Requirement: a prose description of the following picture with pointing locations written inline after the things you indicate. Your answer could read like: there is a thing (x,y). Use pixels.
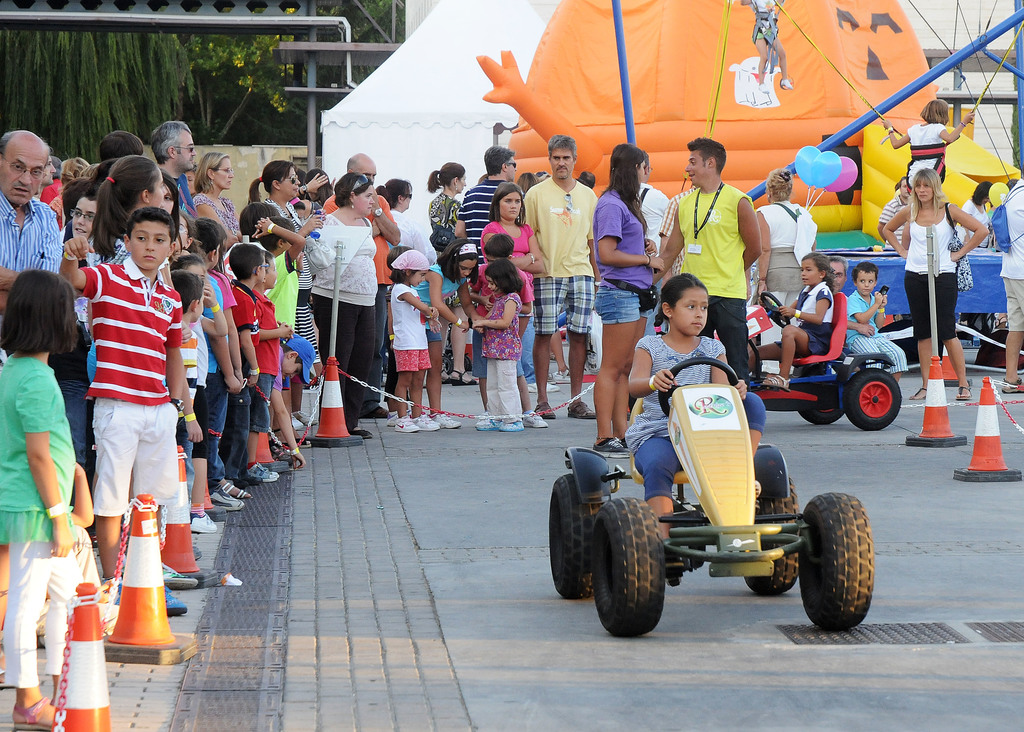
This image consists of many people (408,249) standing. At the bottom (539,640), there is a road (523,508). In the middle (631,439), there is a vehicle (701,488) on which a girl (667,439) is sitting. In the background (264,119), there are trees (203,55) and tents (456,131).
